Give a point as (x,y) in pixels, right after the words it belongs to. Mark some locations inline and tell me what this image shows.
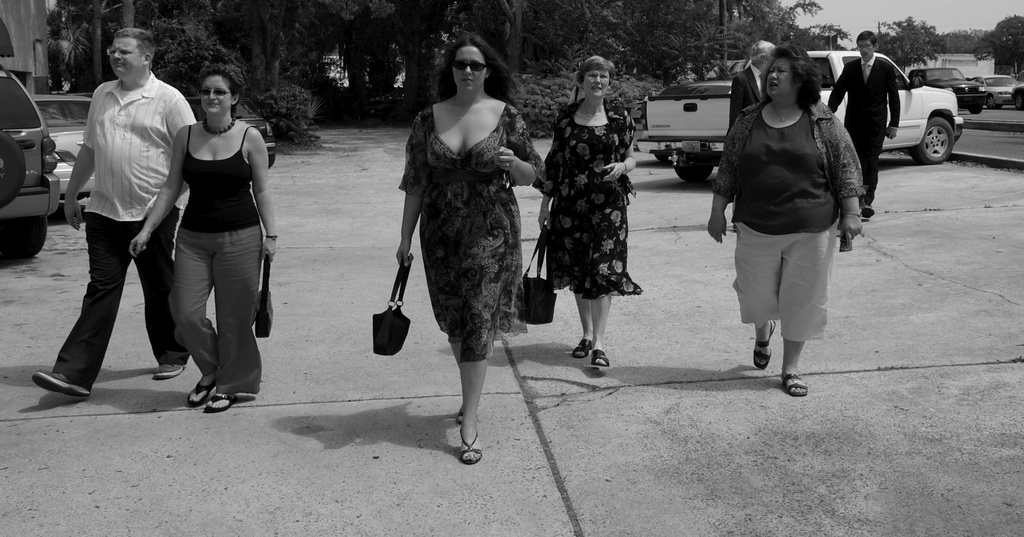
This is a black and white image. People (183,218) are walking holding bags (258,330). There are vehicles (82,107) and trees (572,1) behind them. There are 2 people (851,85) at the right (852,106) back wearing suit (856,100). There are vehicles (970,80) on the road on the right side (951,80).
